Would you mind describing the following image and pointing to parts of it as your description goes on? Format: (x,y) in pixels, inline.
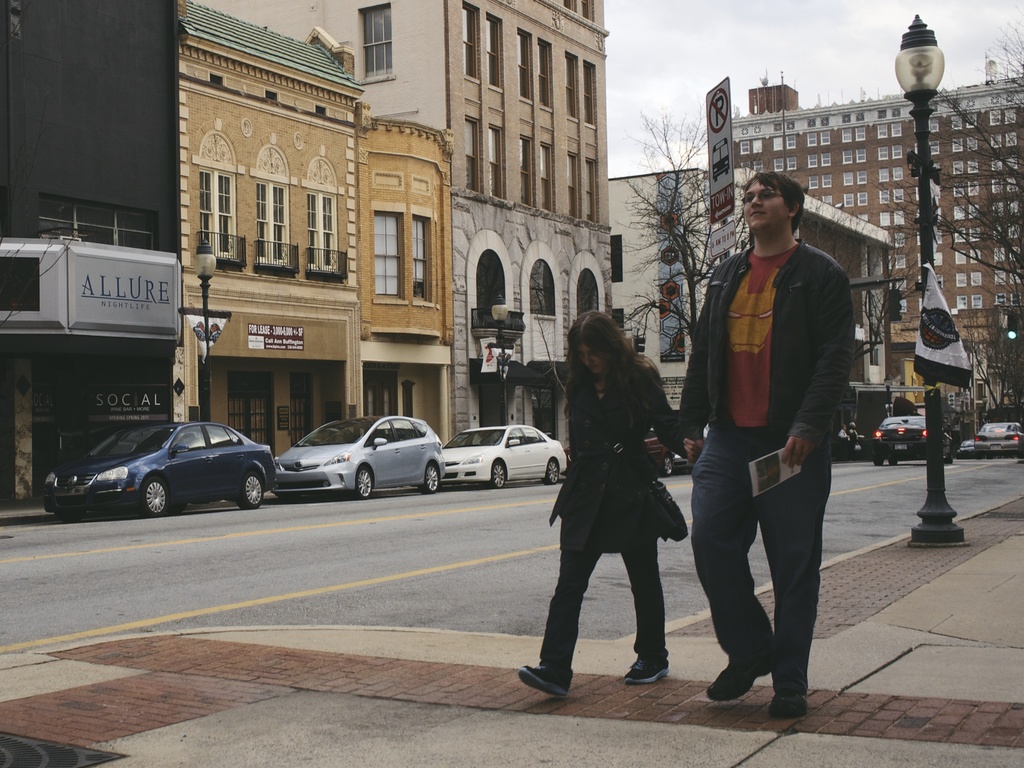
This is an outside view. Here I can see a man (758,357) and a woman (605,468) are walking on the footpath (857,682). At the back of the people (743,513) I can see a street light (932,250). In the background (188,462) there are some cars (484,471) on the road (403,567) and also I can see the buildings (697,188) and trees (681,178). On the top of the image (735,44) I can see the sky (777,46).
